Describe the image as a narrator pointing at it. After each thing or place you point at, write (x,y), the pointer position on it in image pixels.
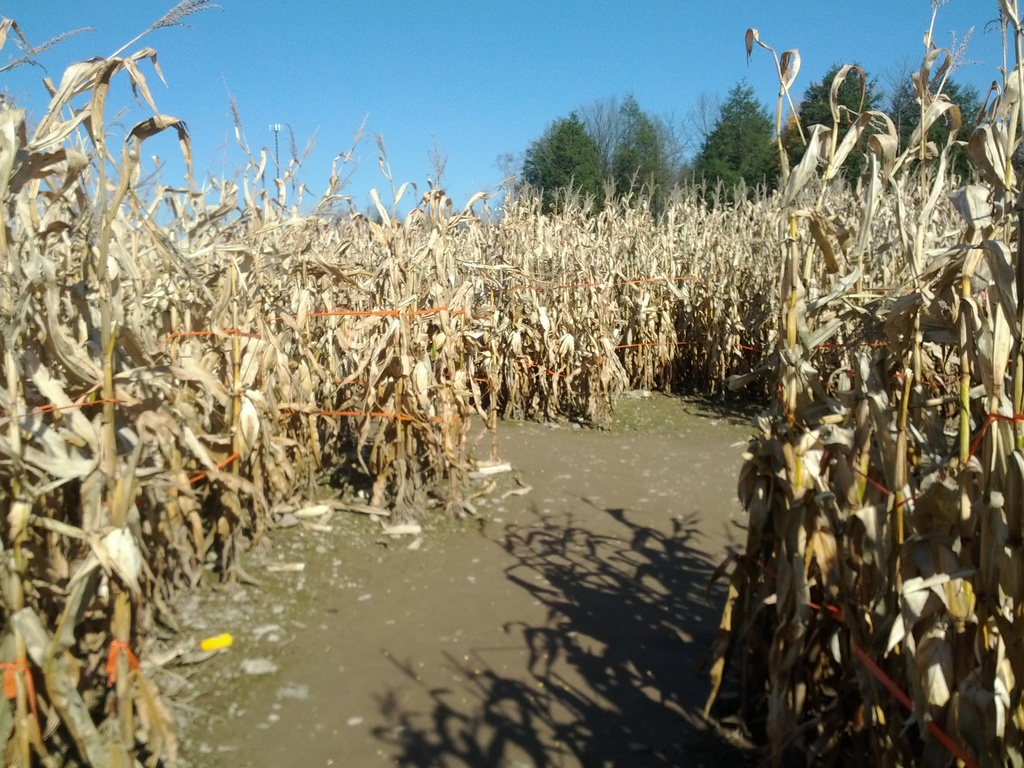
In this image there are dry plants (572,408) in the center (584,300). In the background (525,166) there are trees (756,118).
